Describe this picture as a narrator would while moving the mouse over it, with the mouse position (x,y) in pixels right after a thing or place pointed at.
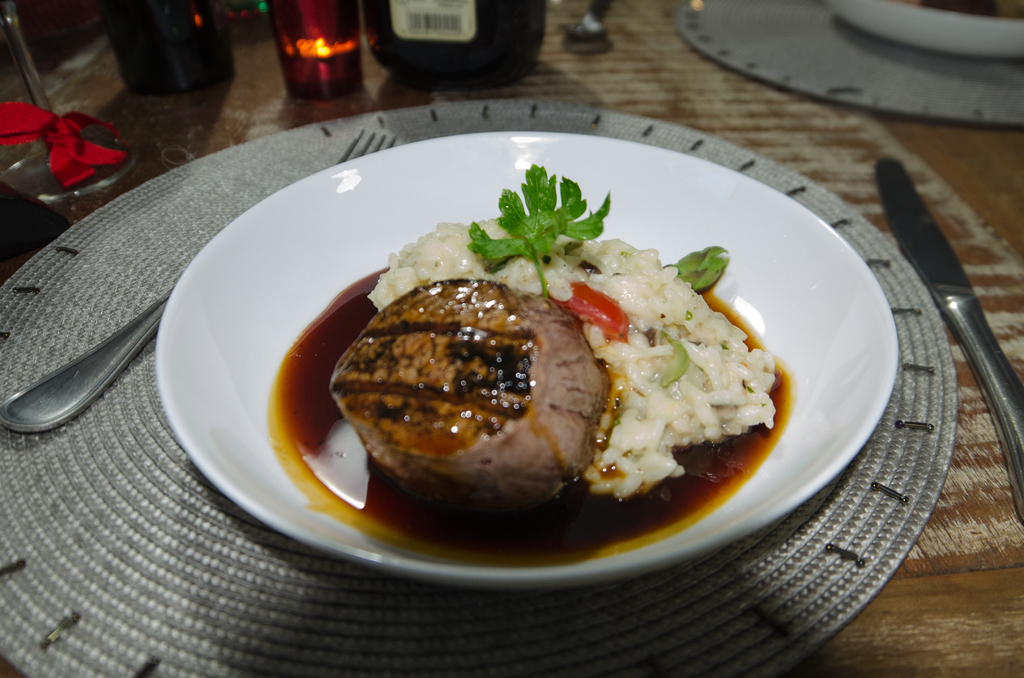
In this image I can see the food (698,308) in white color bowl (807,376). I can see a fork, a knife (897,222), bottles (191,80) and few objects (859,233) on the brown color surface (897,578).
